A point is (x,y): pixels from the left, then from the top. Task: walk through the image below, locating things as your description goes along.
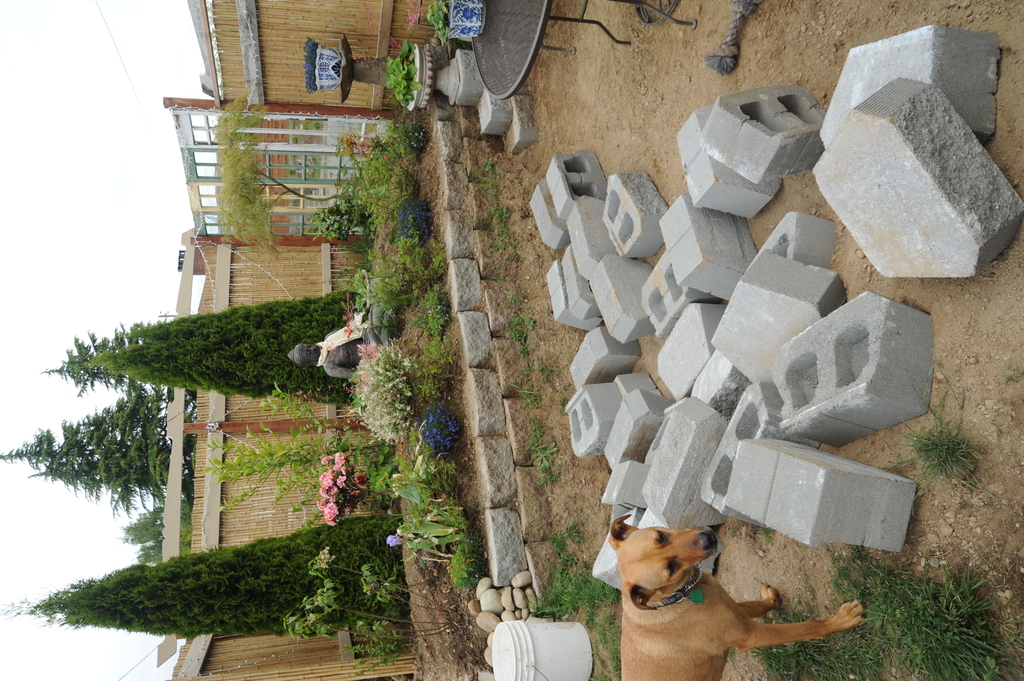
In this picture we can see a dog (664,607), bucket (572,636), table (530,65), stones (488,600), plants (411,225) and some objects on the ground (875,625), trees (347,554), flowers (346,473), statue (331,365), walls (278,73) and in the background (104,245) we can see the sky (116,265).
